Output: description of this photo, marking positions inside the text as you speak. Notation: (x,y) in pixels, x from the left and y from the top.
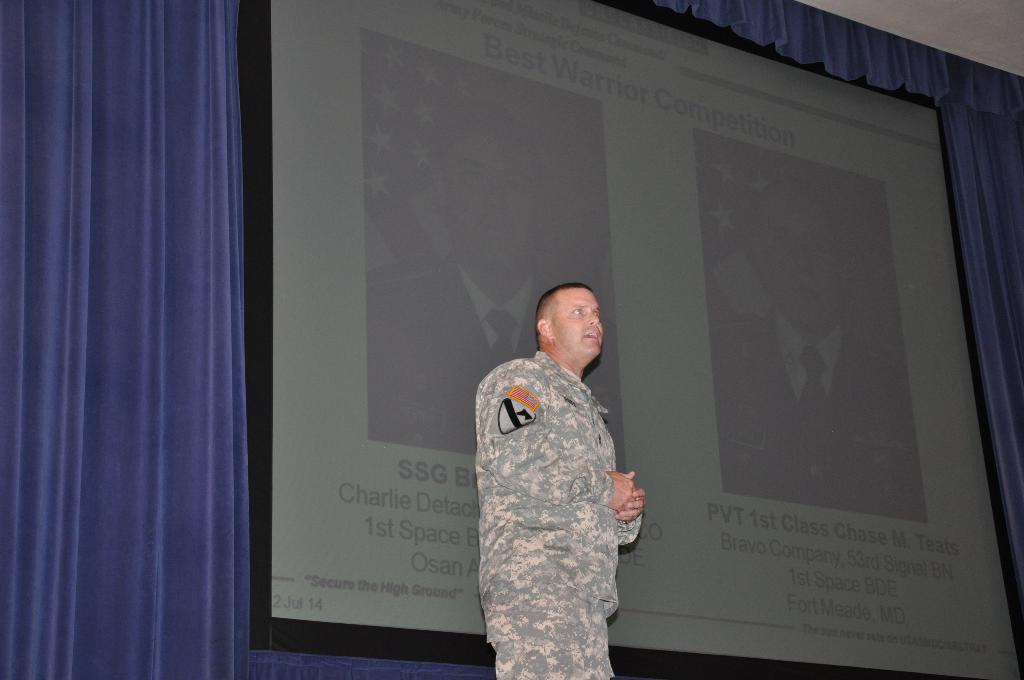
In the image in the center (546,446), we can see one person (529,508) standing. In the background (474,256) there is a curtain (947,131), screen (913,327) and roof (1006,31). And we can see something written on the screen (744,335).
